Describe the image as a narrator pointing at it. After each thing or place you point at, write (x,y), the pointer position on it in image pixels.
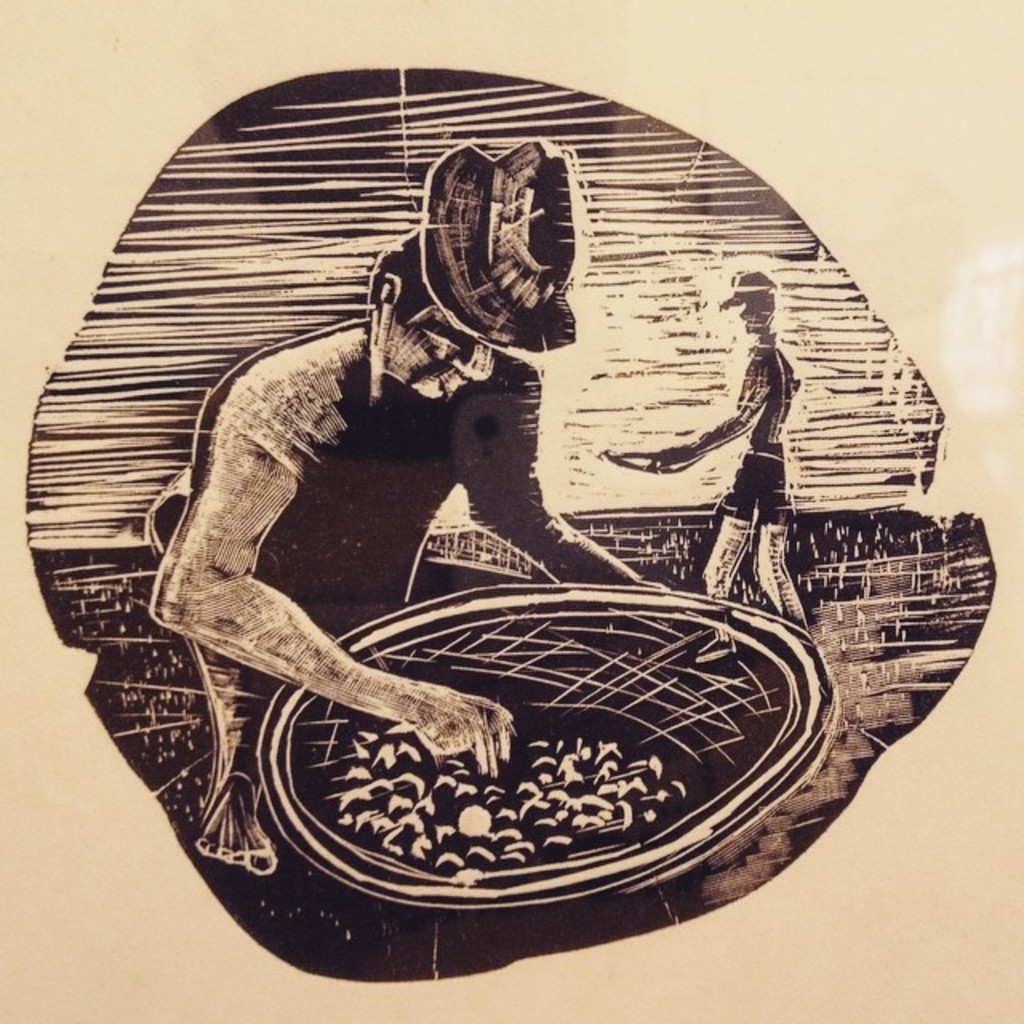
This is a paper (197,176) and we can see a sketch (270,452) of a person (430,698) holding an object (537,626) and in the background (742,396), there is another person (740,419).
